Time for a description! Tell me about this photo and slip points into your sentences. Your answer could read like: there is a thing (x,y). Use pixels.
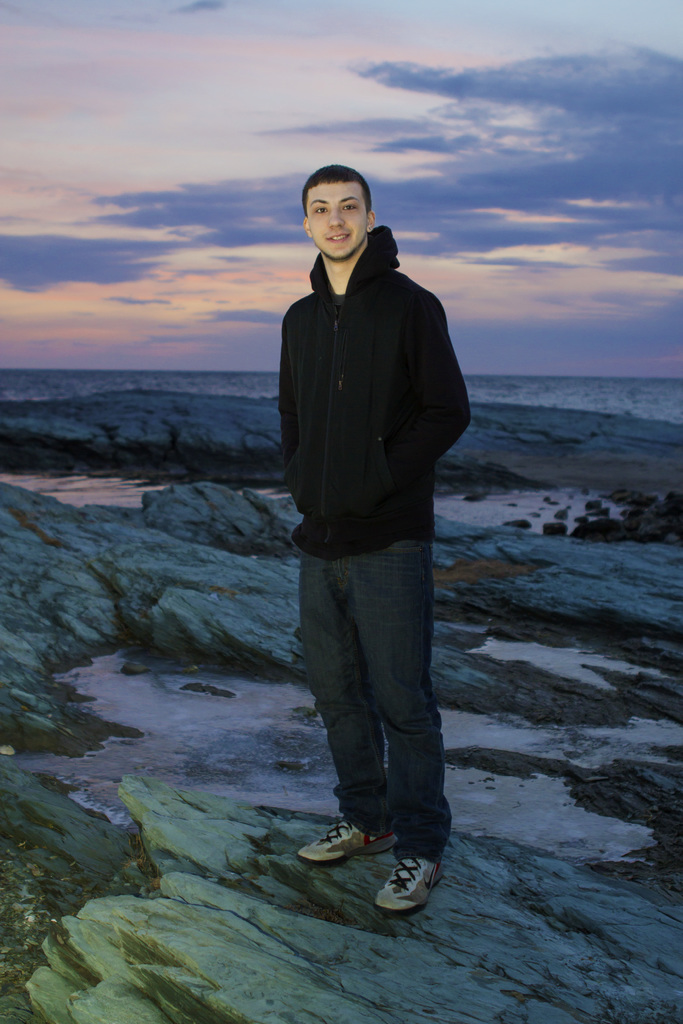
In this picture we can see a man (339,442) is standing on the rock (440,682), he wore a black color sweater (352,379), in the background (108,357) we can see clouds (528,310).
